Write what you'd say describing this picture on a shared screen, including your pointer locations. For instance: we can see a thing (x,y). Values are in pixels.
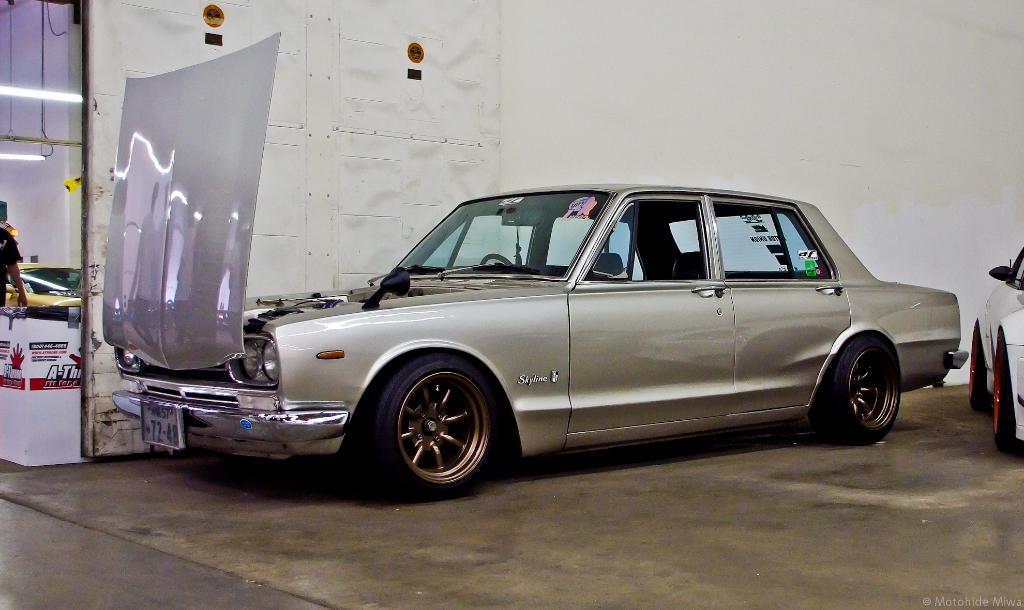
In this picture there is a silver car (571,447) is parked in the shed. In the front (232,355) we can see bonnet door (220,362) and in the background (655,120) there is a white color wall (499,120).
